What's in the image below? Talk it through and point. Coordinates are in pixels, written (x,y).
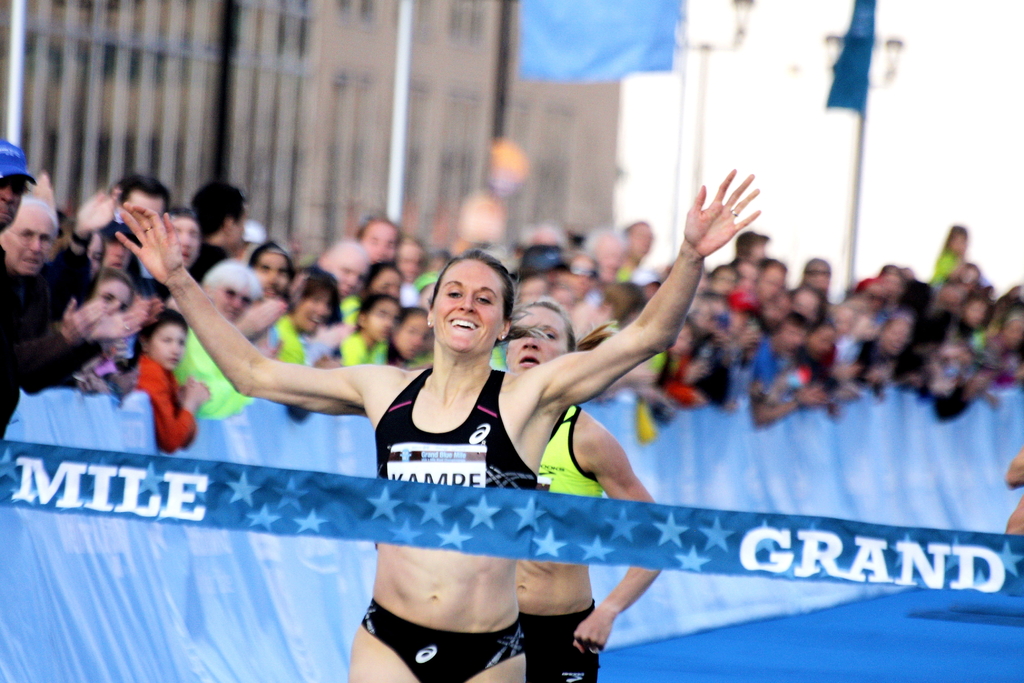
Background (935,188) portion of the picture is blurry. In this picture we can see flags (564,21), poles (397,69) and objects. On the left side of the picture (309,313) we can see the crowd (374,283) and blue cover sheet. In this picture we can see women (441,552) and looks like they are participating in a race. We can see a blue ribbon (336,522) and some text (779,573) on it.
